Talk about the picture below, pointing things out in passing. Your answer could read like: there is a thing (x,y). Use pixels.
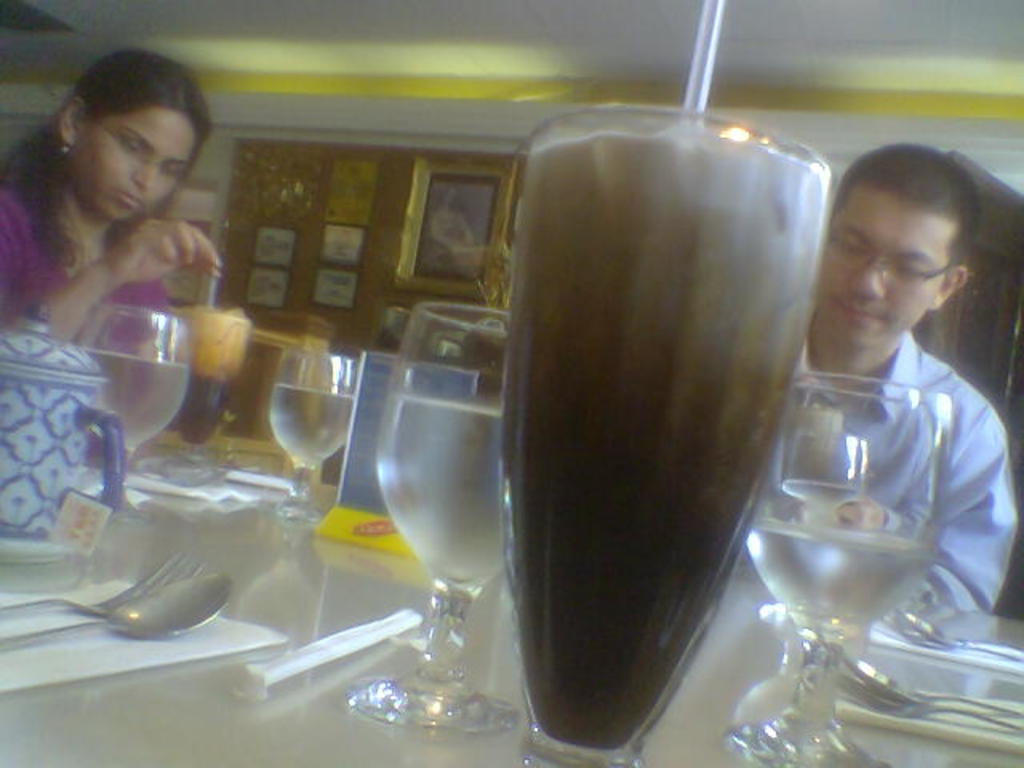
In the center of the image (603,281) there is a beverage (629,217) in tumbler (606,550) placed on the table (506,747). On the right side of the image (767,737) we can see tumblers (812,695), plate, spoons (883,687) and person (931,412). On the left side of the image (297,438) we can see tumblers (384,477), kettle (41,430), spoons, fork (106,614) and a person (99,294). In the background (360,236) there are photo frames (360,236) and wall (378,245).
